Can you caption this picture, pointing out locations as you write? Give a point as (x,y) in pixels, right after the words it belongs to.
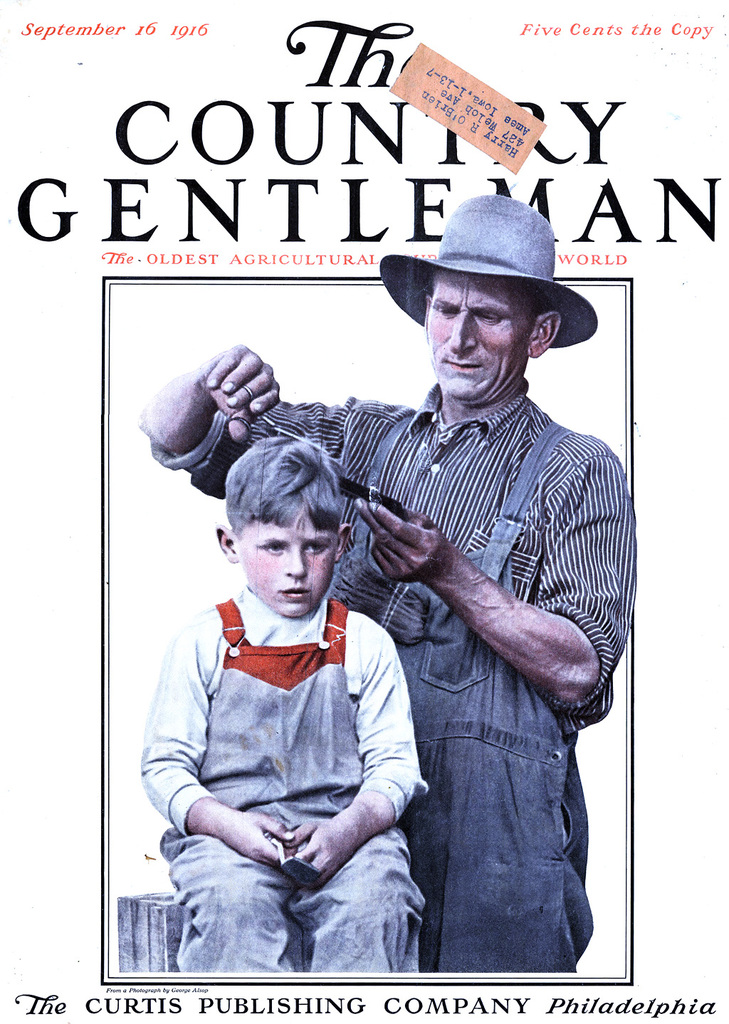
In this image I can see a poster (623,138). There is an image (121,357) in the center (392,356) in which a man (438,531) is cutting hair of a boy (243,621). Some text (679,193) is written.
